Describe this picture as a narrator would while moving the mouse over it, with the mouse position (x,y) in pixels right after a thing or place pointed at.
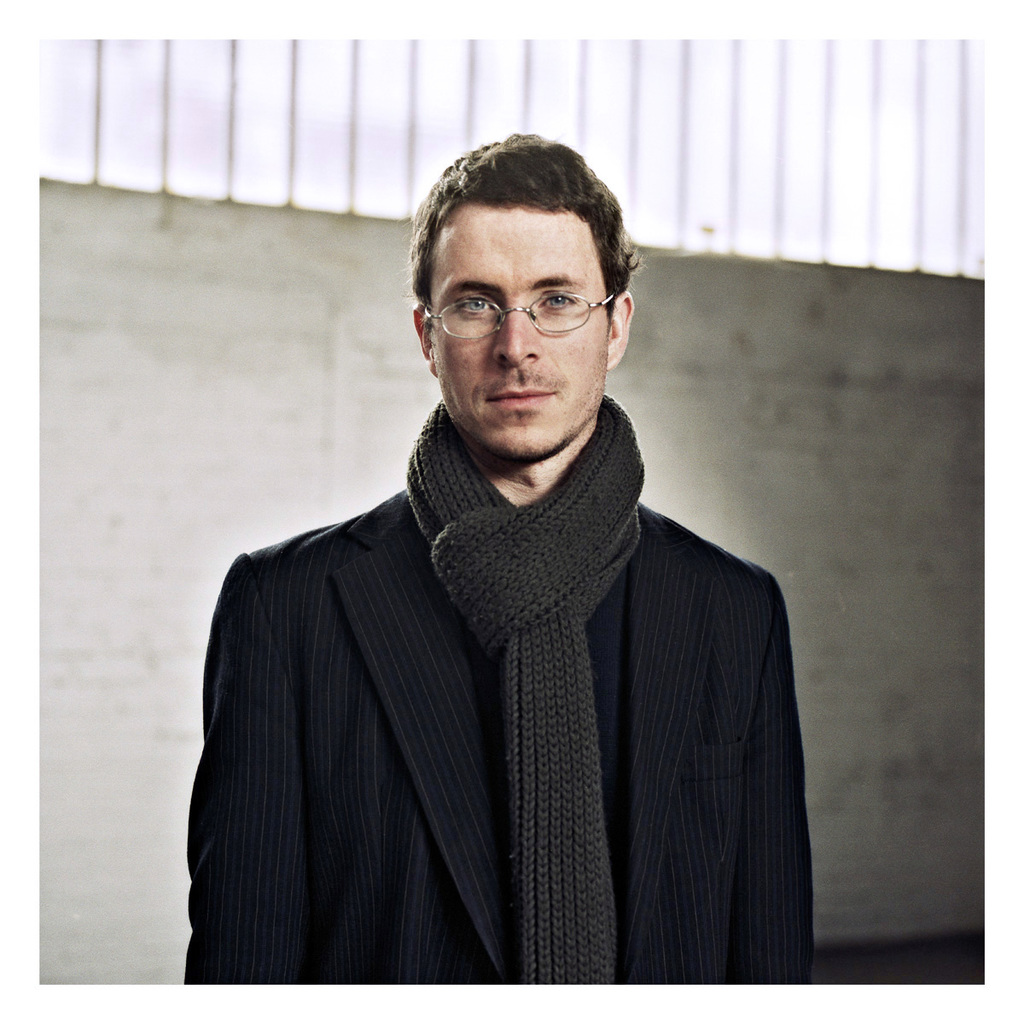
In this image I can see a person (530,306) standing wearing black color dress (459,646), background (137,438) I can see wall (152,392) in white color and sky (245,70) also in white color.
